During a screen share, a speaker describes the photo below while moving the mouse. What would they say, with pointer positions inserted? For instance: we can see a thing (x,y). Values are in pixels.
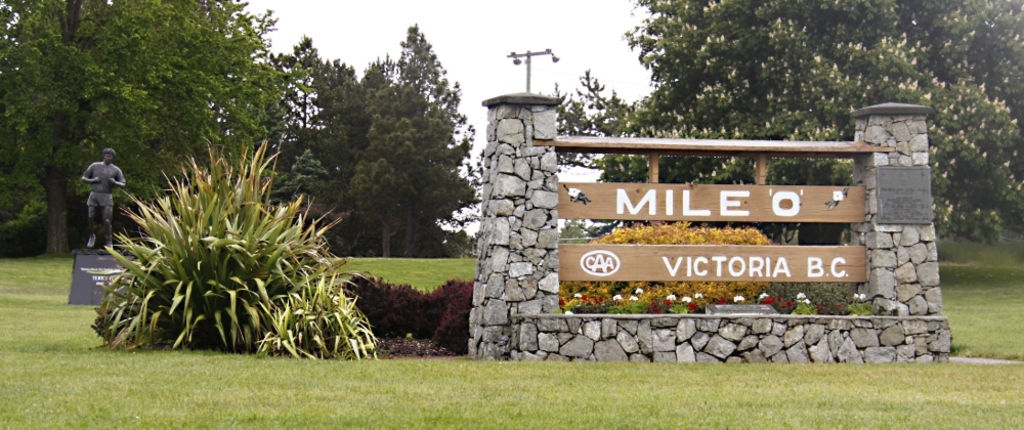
In this image there is a board (729,200) between the two stone pillars (525,173). On the left side (107,189) there is a statue (101,197). In the background (165,83) there are trees (886,32) and there is an electric pole (514,60) in the middle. On the ground (386,271) there are small plants (470,282) and flower plants (626,233). It looks like a garden (274,230).
